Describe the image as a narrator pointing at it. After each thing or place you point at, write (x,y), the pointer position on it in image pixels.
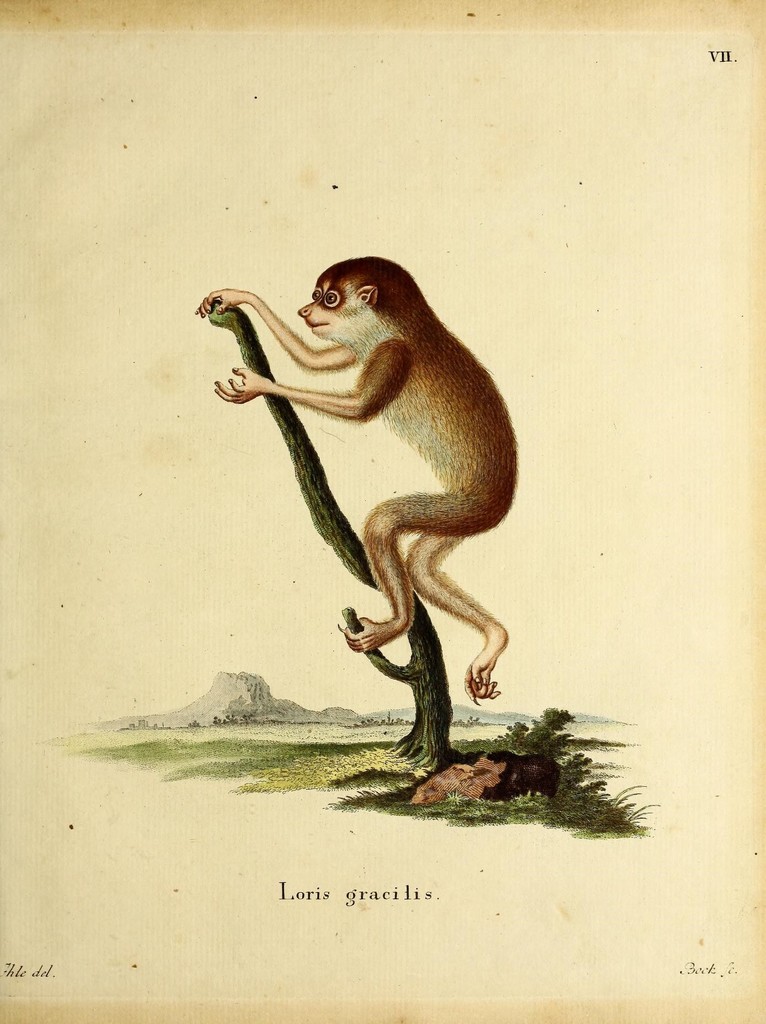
In this image we can see a picture of an animal (449,544) on the branch (403,674) of a tree (401,742). In the background (303,756), we can see grass (282,756), mountains (231,694) and the sky (408,652). At the bottom of the image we can see some text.
